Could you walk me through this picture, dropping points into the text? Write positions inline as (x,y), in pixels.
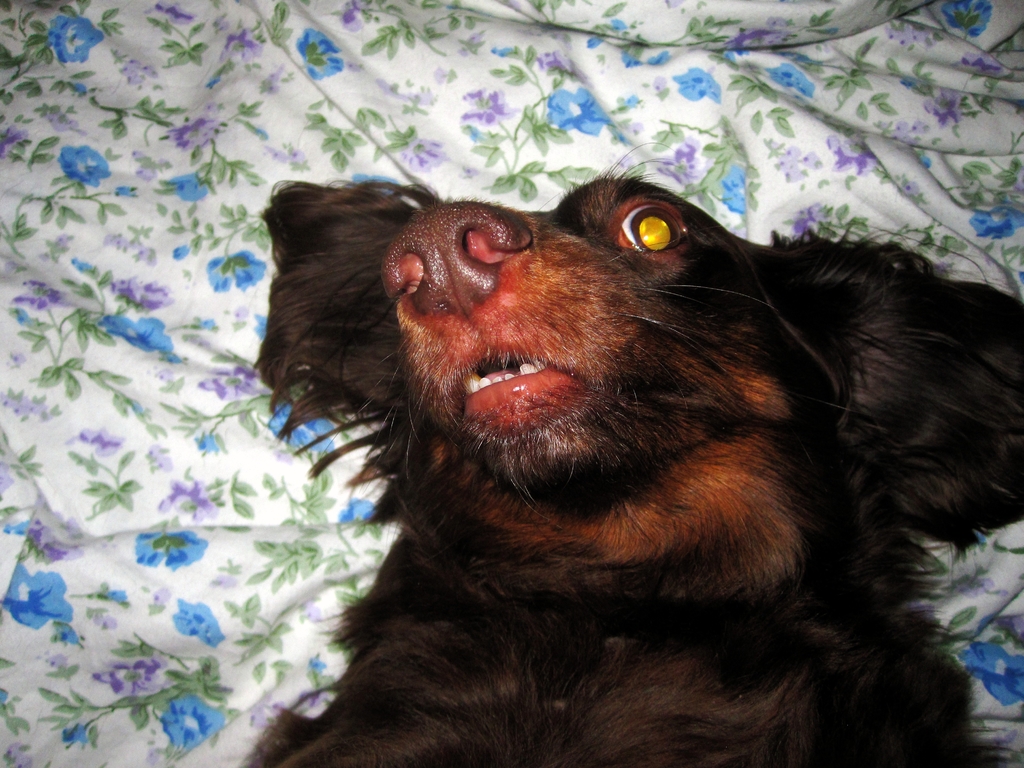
In this image we can see a dog (736,572) lying on a cloth (180,364). On the cloth (150,538) we can see designs (168,535) of flowers (118,598) and leaves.
